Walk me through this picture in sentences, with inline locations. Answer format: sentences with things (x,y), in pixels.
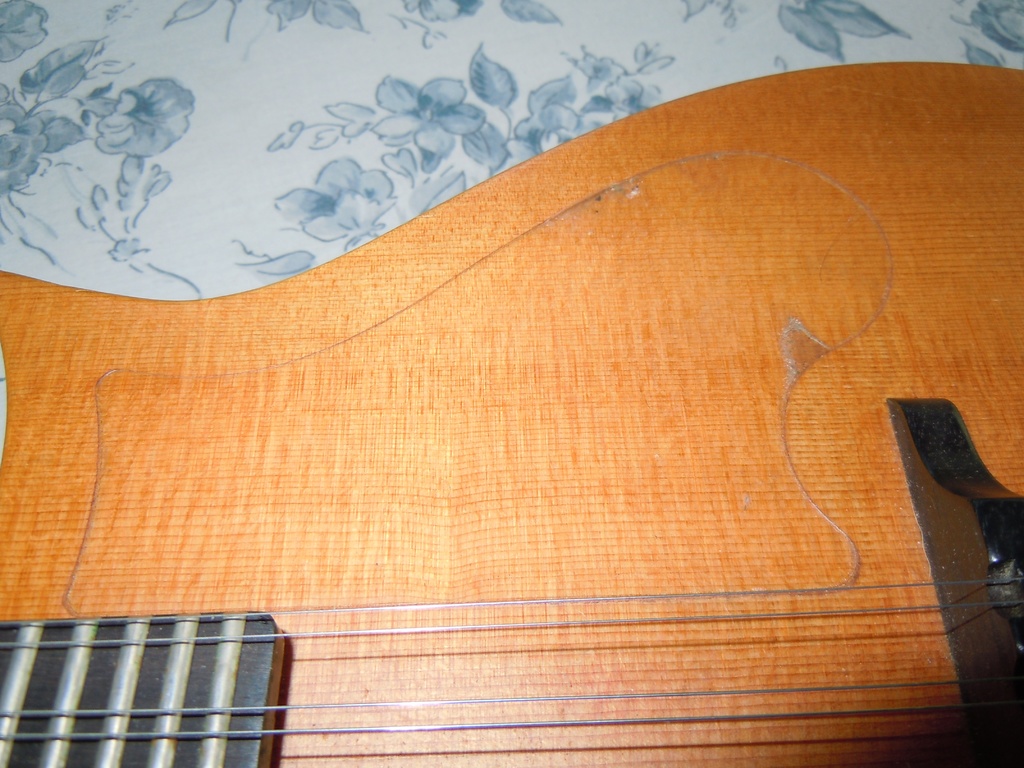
There is a guitar (97,528) on table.
